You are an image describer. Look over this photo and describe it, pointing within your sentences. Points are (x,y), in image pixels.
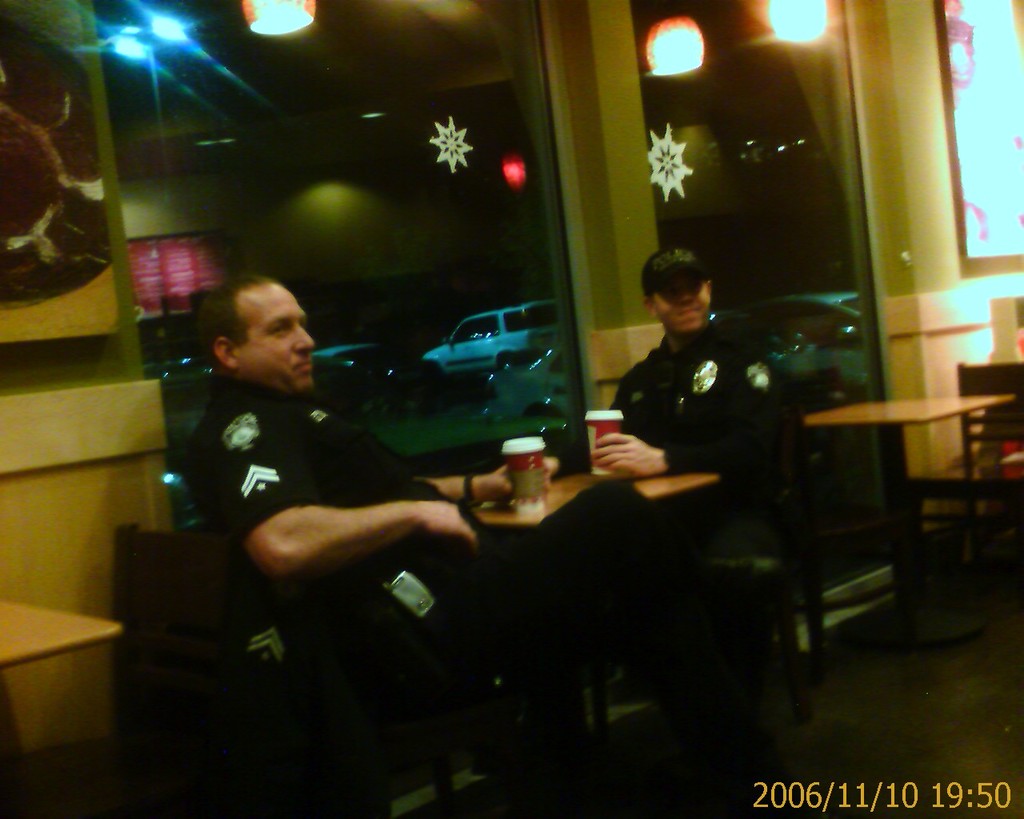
In this image we can see people (369,611) sitting and holding glasses (526,507). There are tables (37,642). In the background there are vehicles (452,332) and lights (651,37). We can see a wall (930,288).
